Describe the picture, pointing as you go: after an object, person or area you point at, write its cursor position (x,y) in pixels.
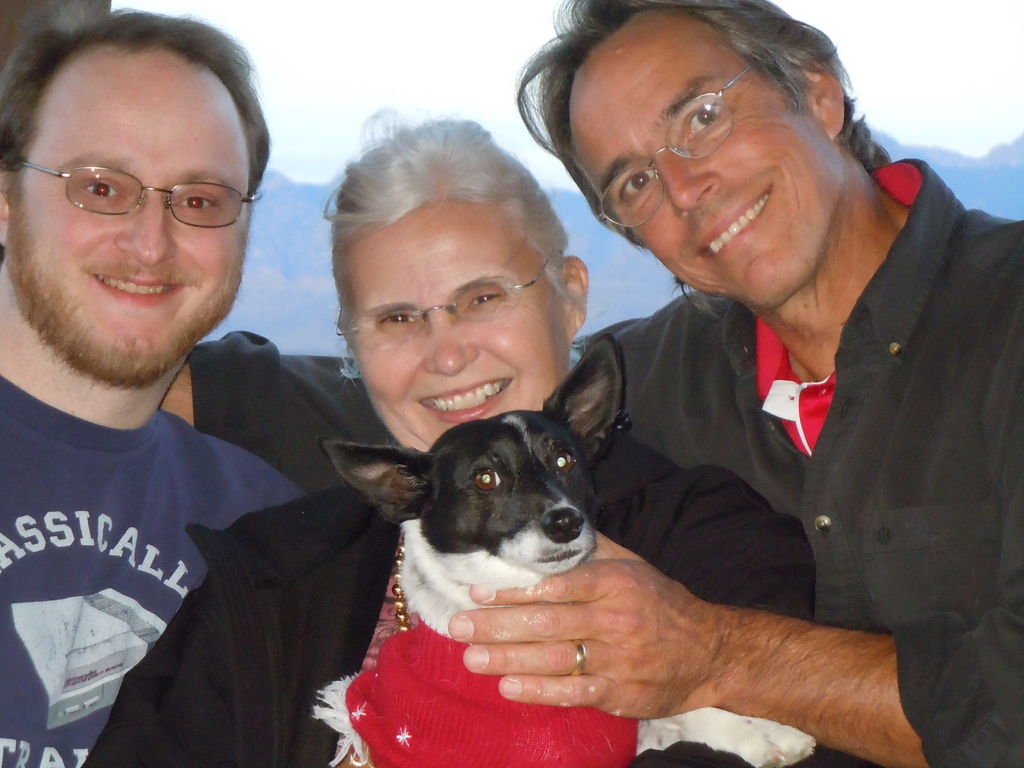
In this image we can see two men (163,283) and one woman (419,251) holding a dog (460,648).
